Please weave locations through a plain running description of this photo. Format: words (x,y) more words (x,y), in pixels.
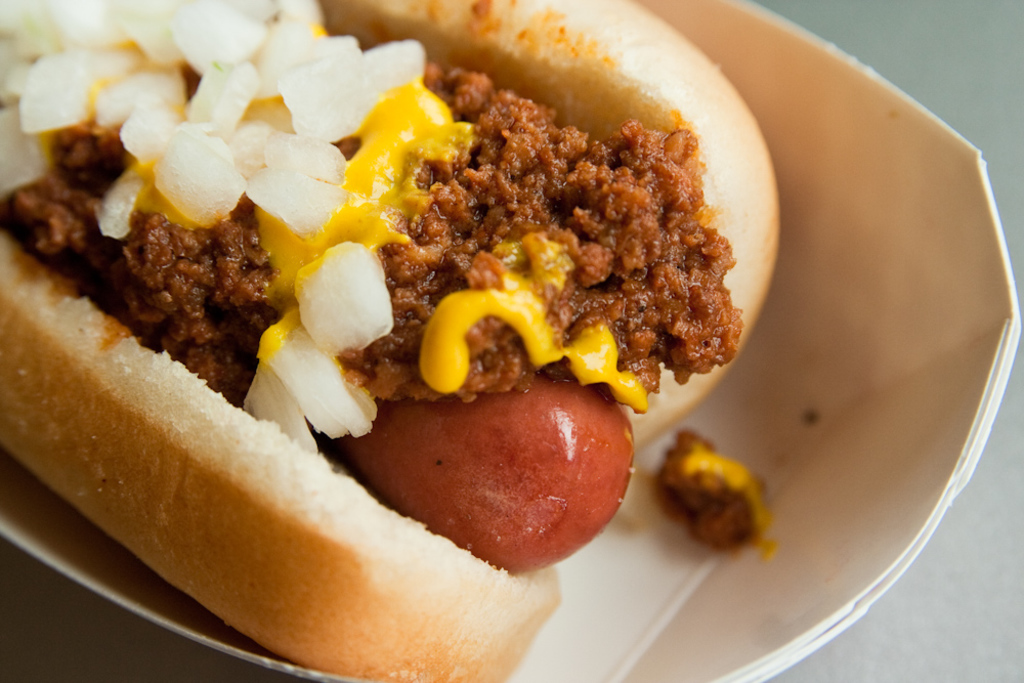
In this image I can see a bowl (949,362) in which bread (404,605) and food items (381,353) are there may be kept on the table (988,463). This image is taken may be in a room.
